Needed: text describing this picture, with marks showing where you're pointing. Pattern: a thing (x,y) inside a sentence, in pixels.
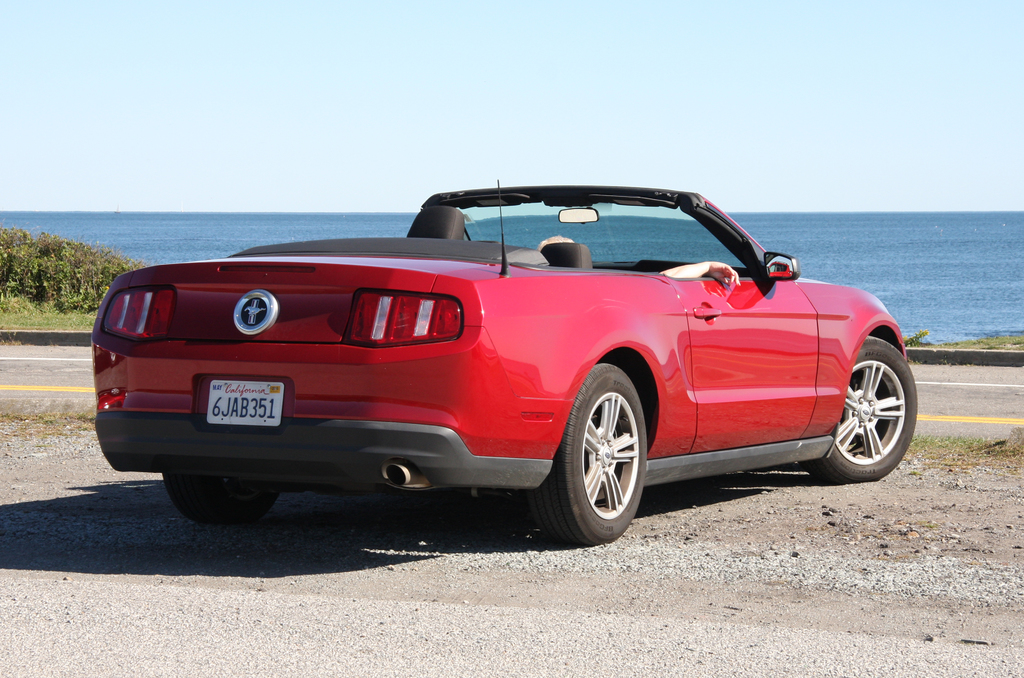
In the middle of the picture (539,395), we see the red car (722,366) parked on the road (409,598). We see a person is sitting in the red car (517,369). At the bottom (407,624), we see the road (449,583). On the left side (21,287), we see the plants (110,285). In the background (641,245), we see water (878,277) and this water (886,286) might be in the sea (912,280). At the top (387,129), we see the sky (569,124).
